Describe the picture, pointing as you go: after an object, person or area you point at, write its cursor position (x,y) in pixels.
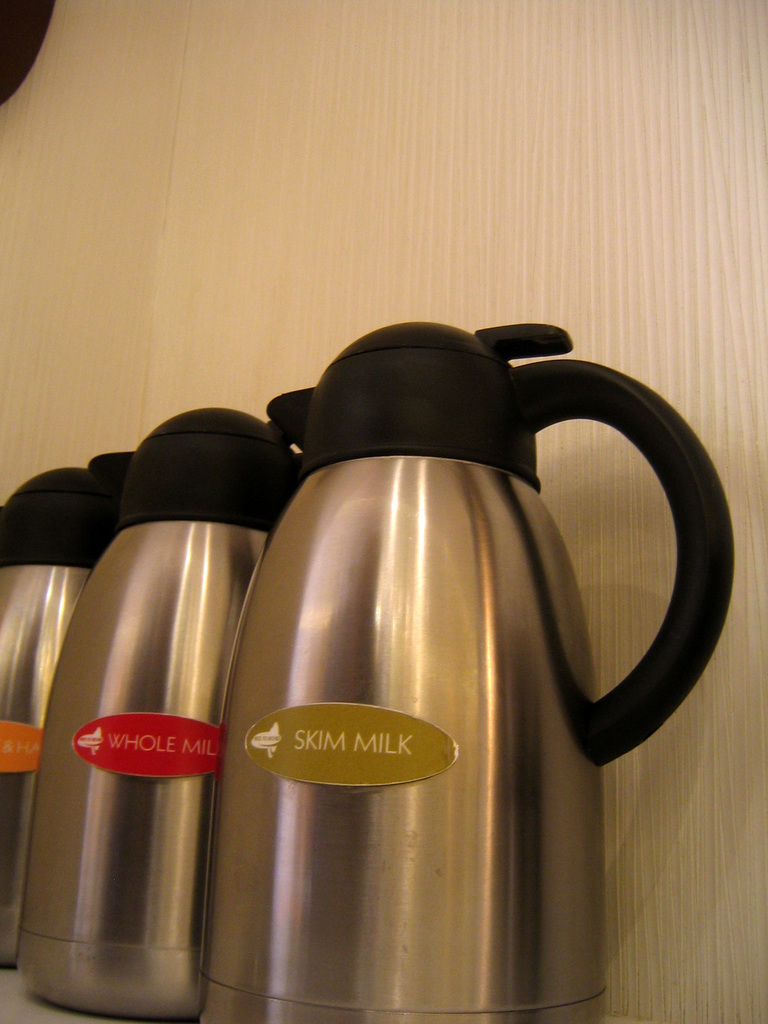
In this picture, we see three steel flasks (264,750). We see the sticker (171,722) in orange, red and green color are pasted on the flask (222,776). In the background (350,222), we see a wall (44,206).
